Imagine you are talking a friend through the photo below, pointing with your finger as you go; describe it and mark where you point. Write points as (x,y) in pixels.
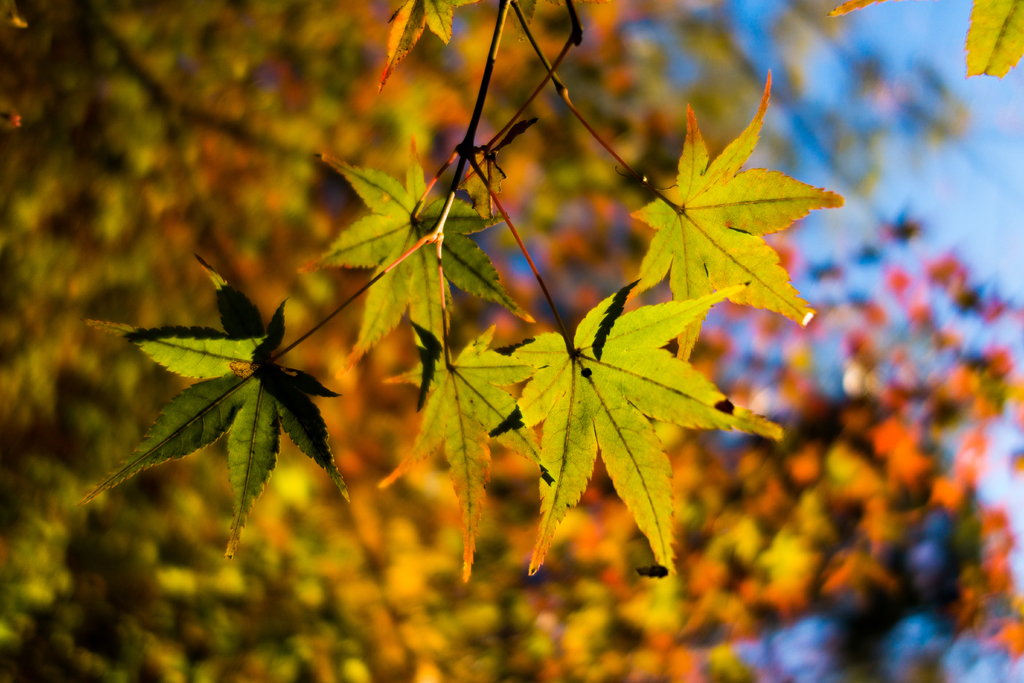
In the image we can see the leaves (407,269) and a blue sky (965,187), and the background (979,182) is blurred.
